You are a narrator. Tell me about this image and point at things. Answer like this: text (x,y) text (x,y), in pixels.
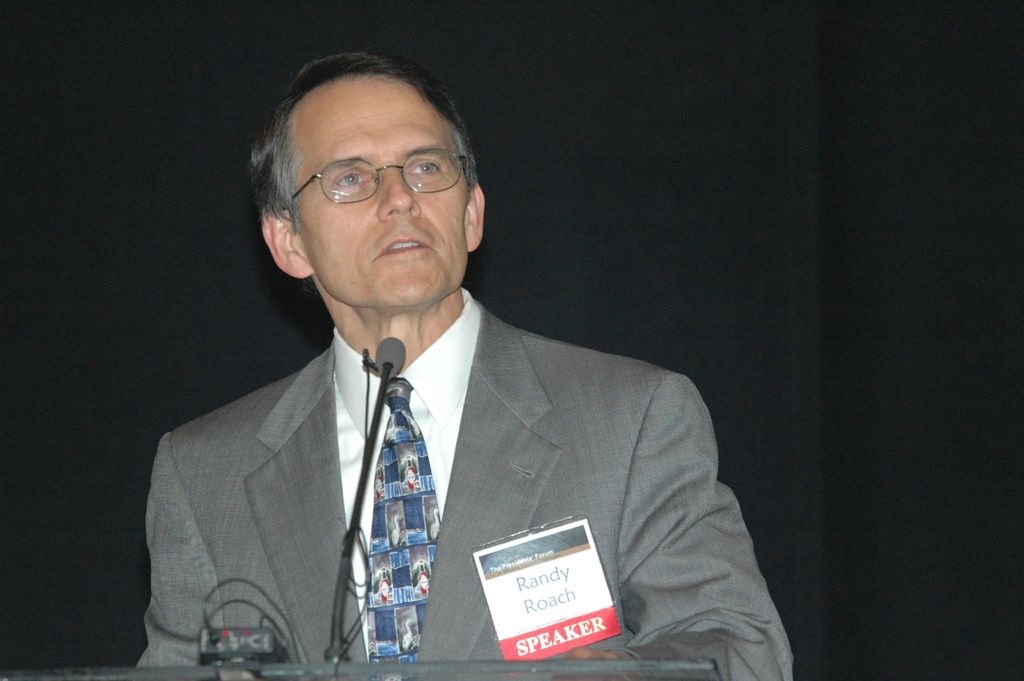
In the center of the image (378,326) we can see a man (398,276) standing. He is wearing a suit (493,446), before him there is a podium (383,675) and there is a mic (378,357) placed on the podium (311,665).
